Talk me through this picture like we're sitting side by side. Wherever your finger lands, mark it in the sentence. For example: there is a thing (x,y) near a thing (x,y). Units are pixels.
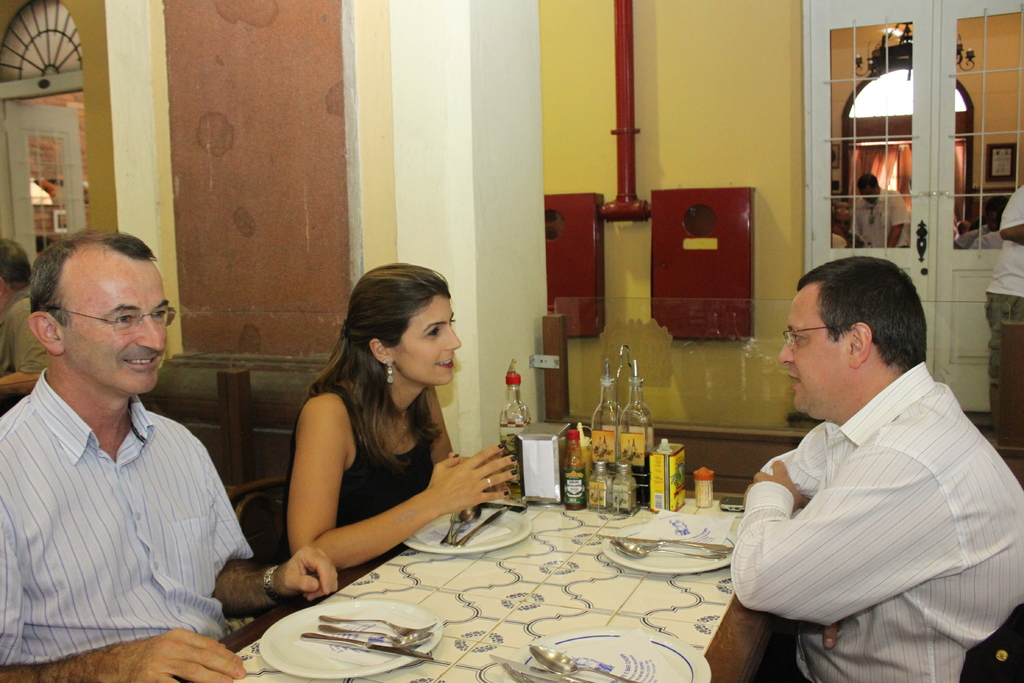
The person (882,415) in the right (890,469) is sitting and talking to the women (402,393) sitting in front of him and there is other person (189,482) sitting beside her and there is a table (440,571) in front of them which has plates (519,525) and spoons (640,542) on it.
